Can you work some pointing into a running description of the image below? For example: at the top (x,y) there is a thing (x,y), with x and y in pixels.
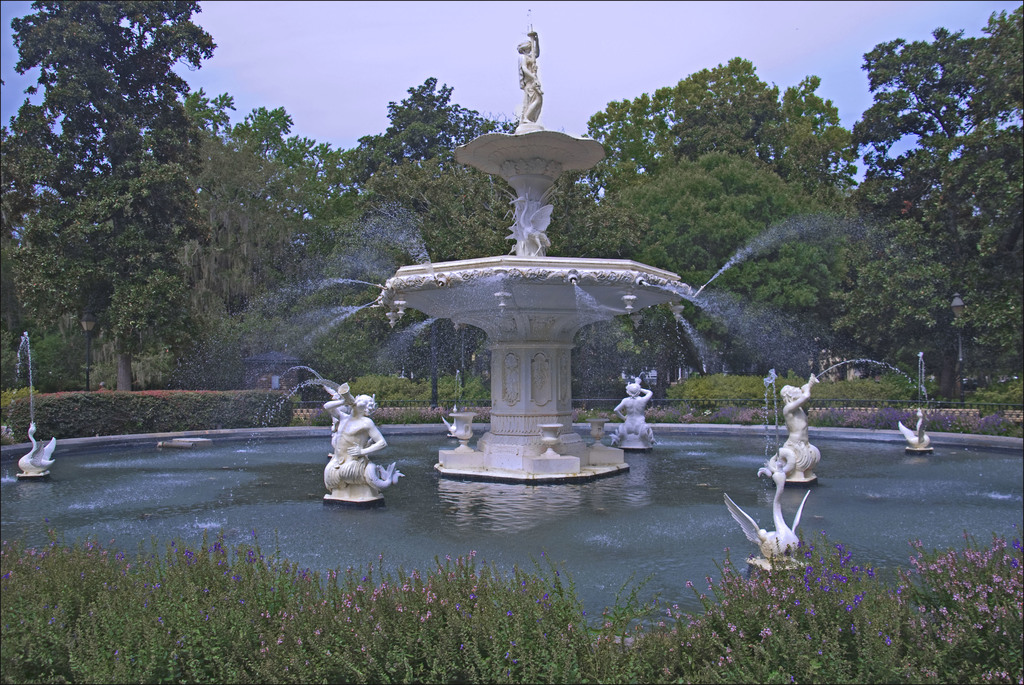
In the picture we can see a fountain (593,432) and in the water (431,447) we can see some sculptures (650,445), which are white in color in the water (678,463) and around the fountain (549,413) we can see plants (285,649) with flowers (921,566) and in the background (238,273) we can see trees (637,234) and sky (560,90).
